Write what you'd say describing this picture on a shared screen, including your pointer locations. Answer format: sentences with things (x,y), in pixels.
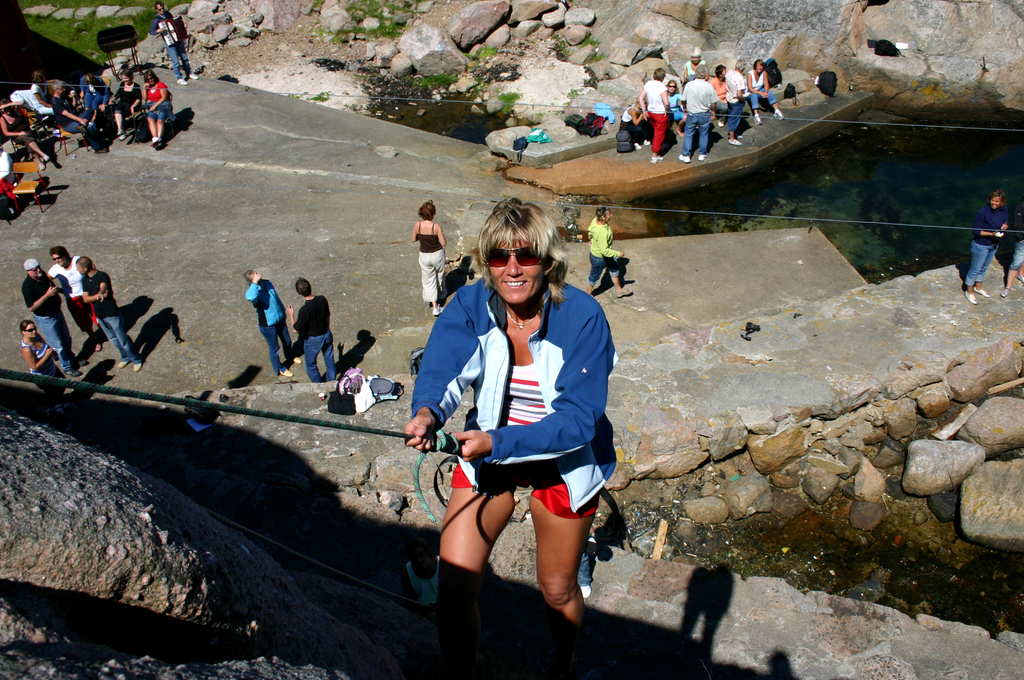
In this picture I can observe a woman (505,394) in the middle of the picture (505,402), holding a rope (387,430) in her hands (460,435). She is wearing spectacles (524,260). In the background (324,354) I can observe some people (84,99) standing on the land (399,212). There are men (68,292) and women (154,91) in this picture. In the top of the picture (422,33) I can observe some stones (435,47).
